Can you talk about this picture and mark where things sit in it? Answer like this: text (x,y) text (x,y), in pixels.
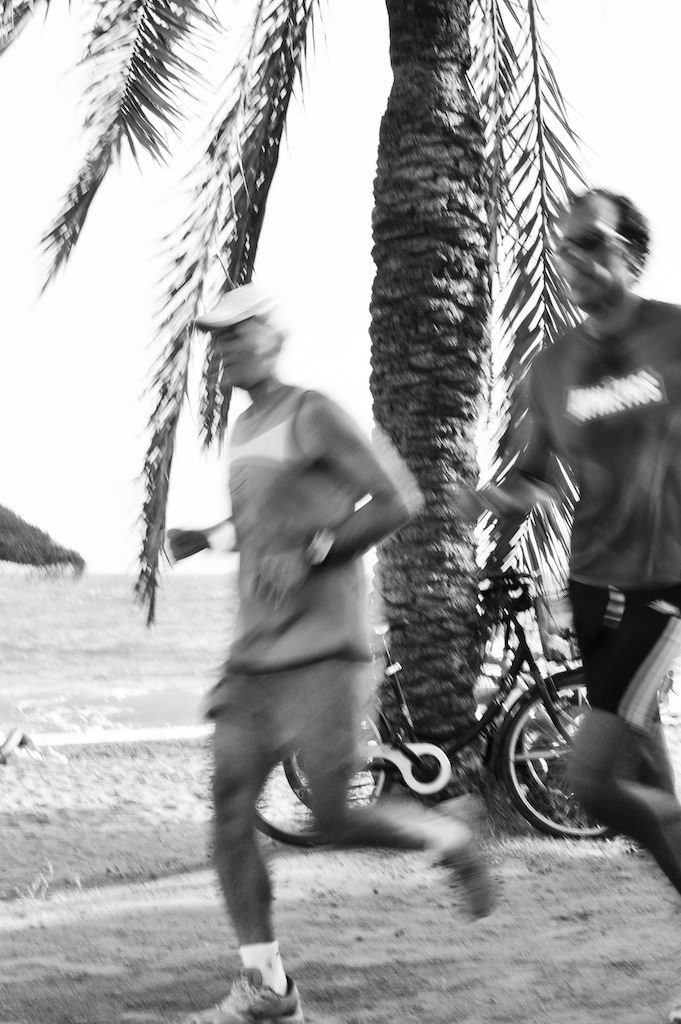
This is a black and white picture. In this picture we can see two people (668,456) running on the path (303,919). There is a bicycle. We can see a tree (372,360) and a hut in the background (152,580).
